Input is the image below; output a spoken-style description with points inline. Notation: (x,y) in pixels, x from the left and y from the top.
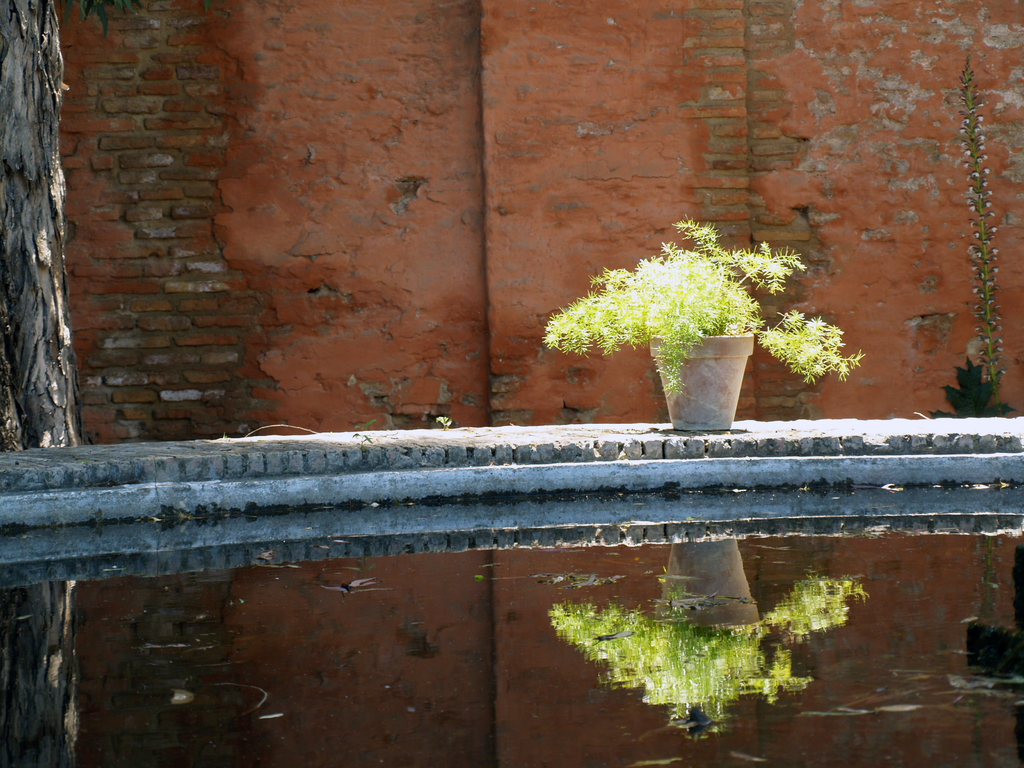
We can see house plant (684,326) and water (622,575), in this water (746,542) we can see reflection (683,617) of house plant (727,298). Background (300,186) we can see wall (423,162).
